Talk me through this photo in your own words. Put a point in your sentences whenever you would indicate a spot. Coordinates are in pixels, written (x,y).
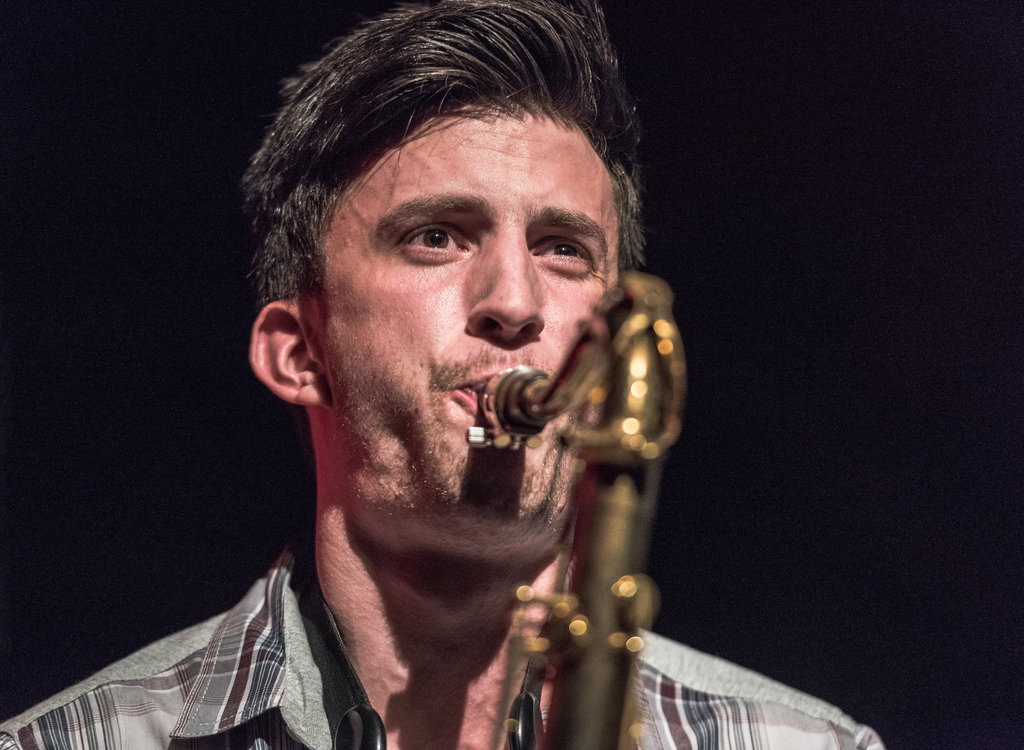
A man (412,382) is playing a musical instrument (610,494) by his mouth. In the background (55,367) the image is dark.
